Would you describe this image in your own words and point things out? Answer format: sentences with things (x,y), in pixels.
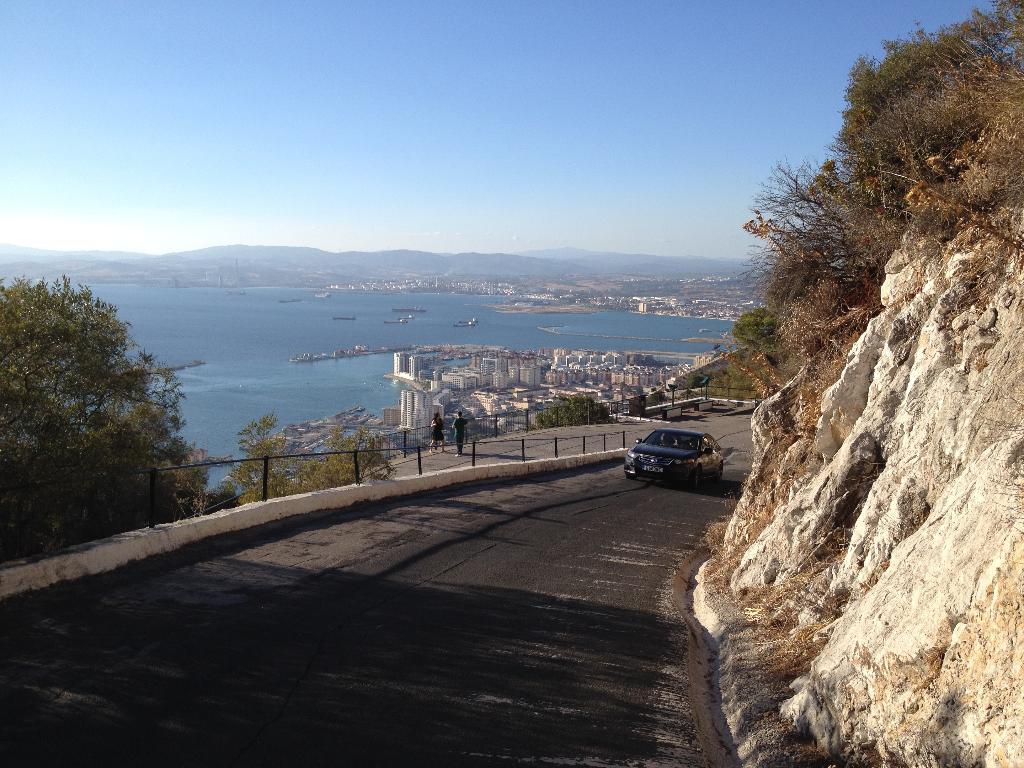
In this image in the center (649,475) there is a car (647,455) moving on the road (660,498). On the right side (817,399) there are rocks (829,412) and there are plants (852,266). On the left side (37,426) there are trees (180,481), there are buildings (479,381), there are persons (441,428) standing and there is an ocean (255,316) and there are mountains (550,265).
